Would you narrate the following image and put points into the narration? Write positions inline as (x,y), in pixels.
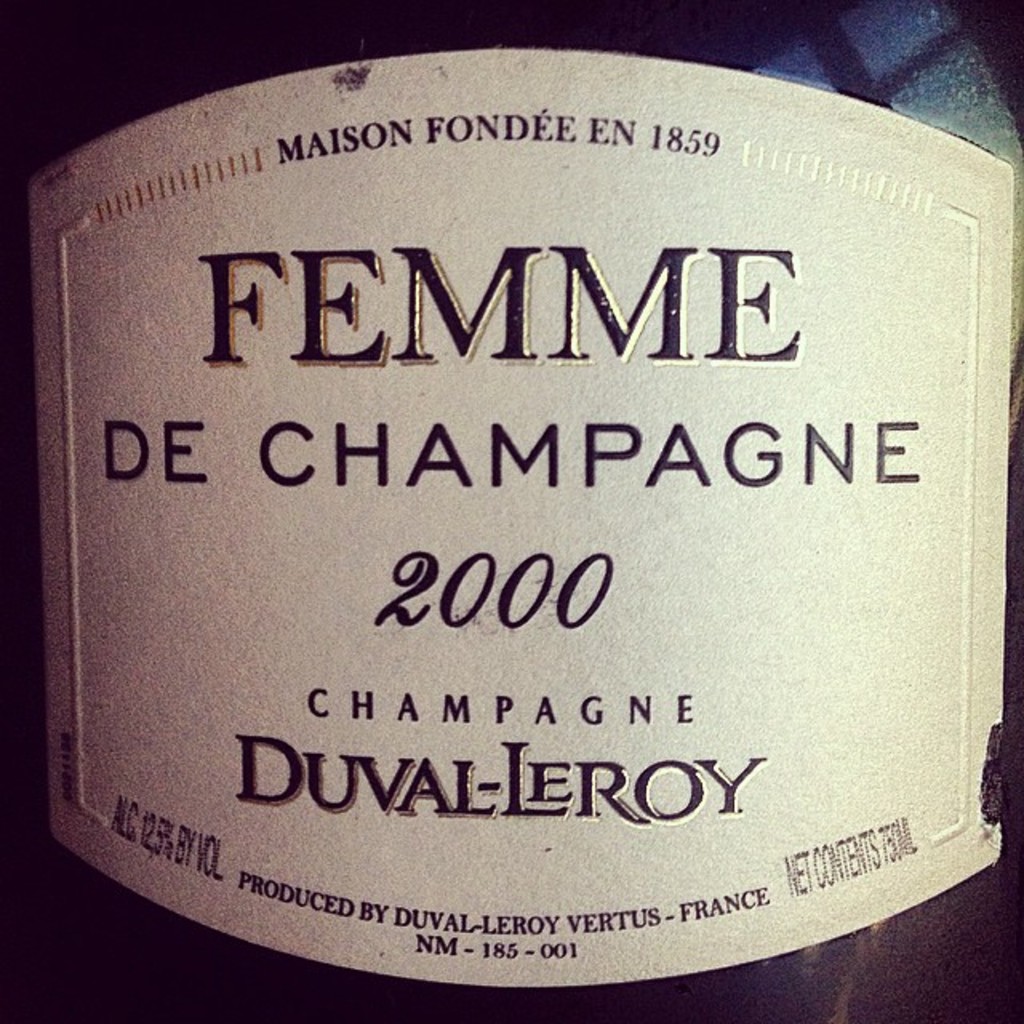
In this picture there is a poster (430,91), on the poster (507,604) there are numbers (466,568) and text (492,317).
